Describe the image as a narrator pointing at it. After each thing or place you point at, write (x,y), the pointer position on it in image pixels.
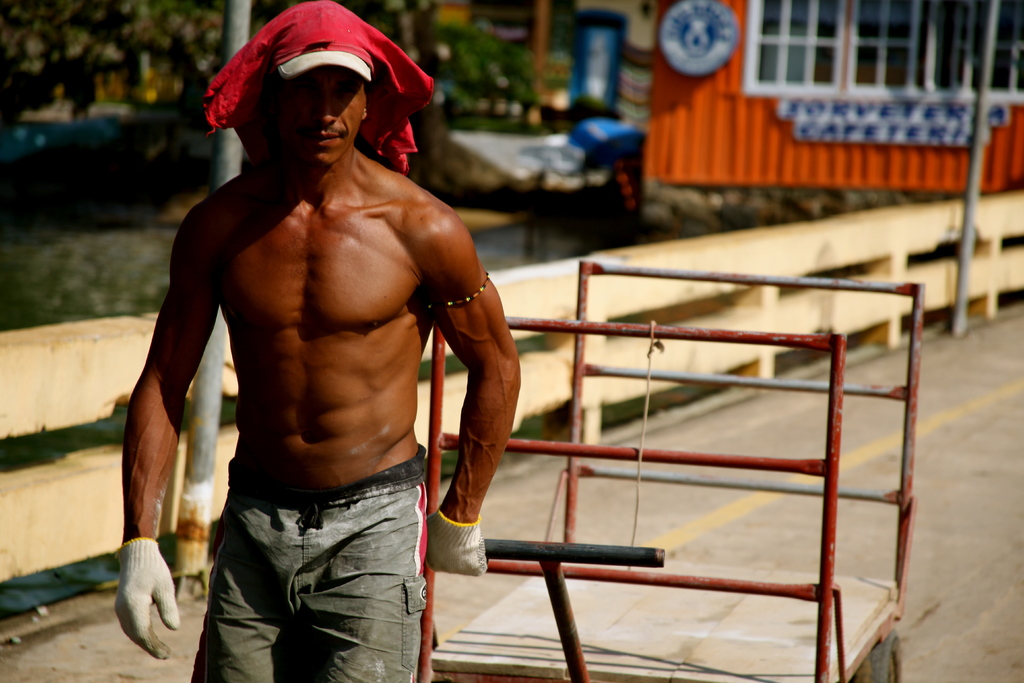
This image is taken outdoors. In the background (716,253) there are a few trees (102,61) and there are two poles (238,49) and there is a fence (782,234). At the top right of the image (812,114) there is a cabin (719,144) and there is a board (851,130) with a text (909,131) on it and there is a pole (975,188). In the middle of the image (364,300) a man (282,607) is walking on the road (442,590) and he is pulling a trolley (577,473) on the road (844,515).
